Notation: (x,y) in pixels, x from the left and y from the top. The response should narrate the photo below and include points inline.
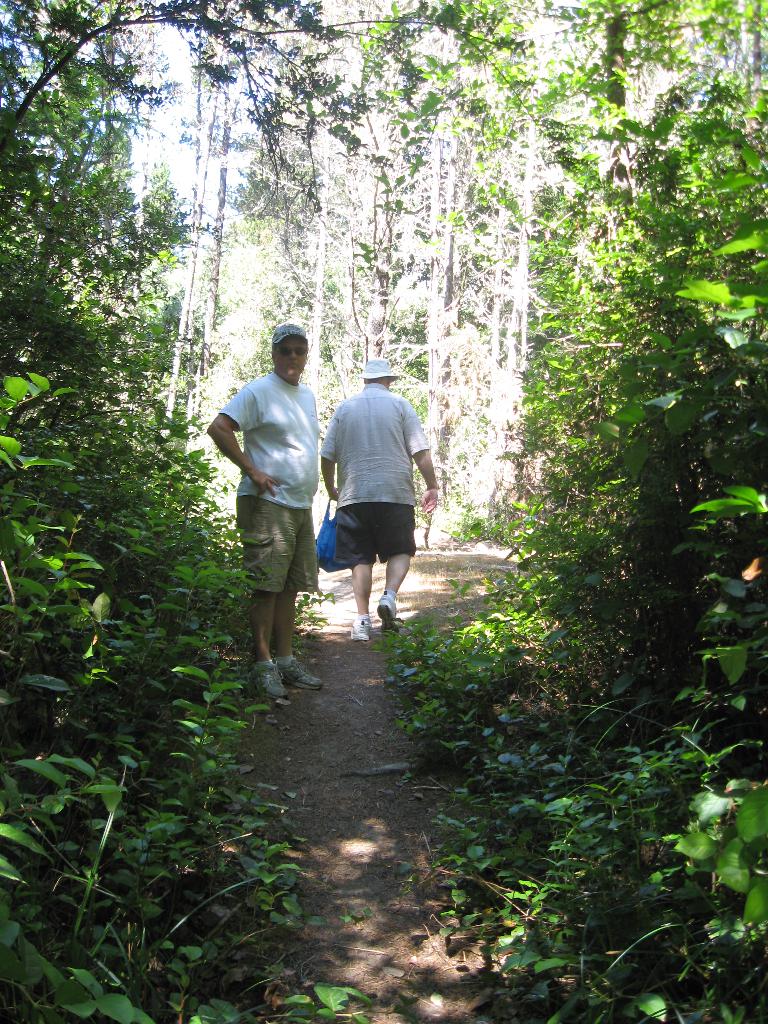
In the middle of the image (336,633) there is a path (271,721). On the path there is a man (283,433) with white t-shirt (290,458), shoes (275,665) and a cap (281,326) on his head (280,366) is standing. Behind him there is another person (375,432) with white shirt (346,500), shoes (380,604) and a hat (374,370) on his head (375,382) is walking. To the left (101,542) and right corners of the image there are many trees (560,486). And in the background (503,325) there are big trees (360,375) with sunlight (227,200) on it.
